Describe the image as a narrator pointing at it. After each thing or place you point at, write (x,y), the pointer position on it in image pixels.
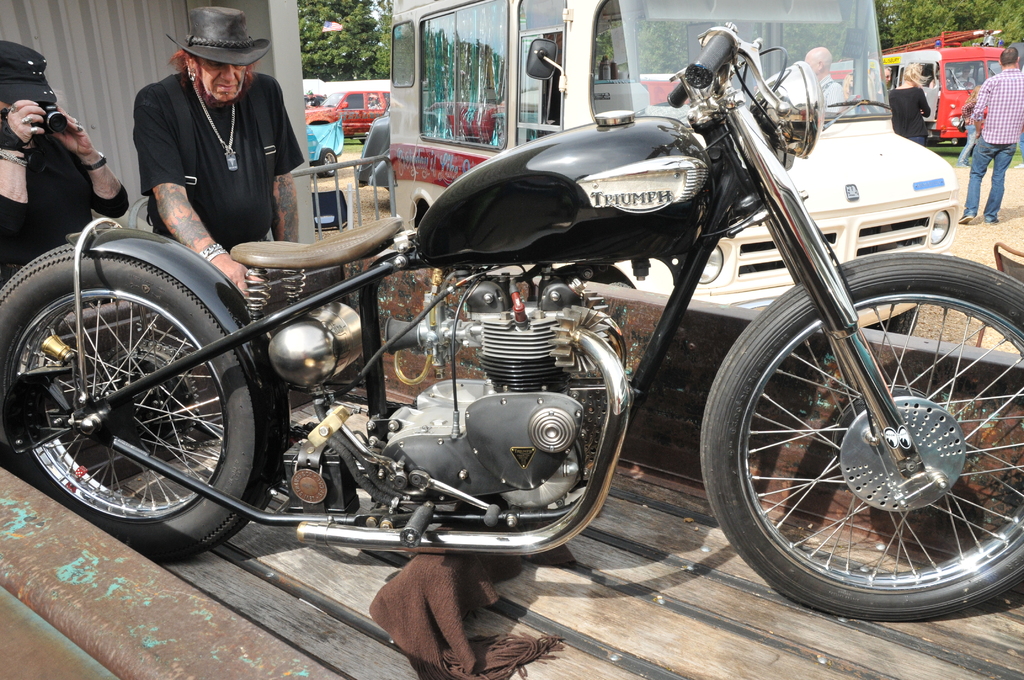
In this image I can see the motorbike (345,363) and two people (84,185) wearing the black color dresses (69,212) and one person (76,200) holding the camera (47,119). In the background (452,163) I can see many vehicles (770,254) on the ground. To the side of few vehicles (819,181) I can see the group of people (974,122) with different color dresses (907,97). In the background (344,13) I can see many trees (383,67).
